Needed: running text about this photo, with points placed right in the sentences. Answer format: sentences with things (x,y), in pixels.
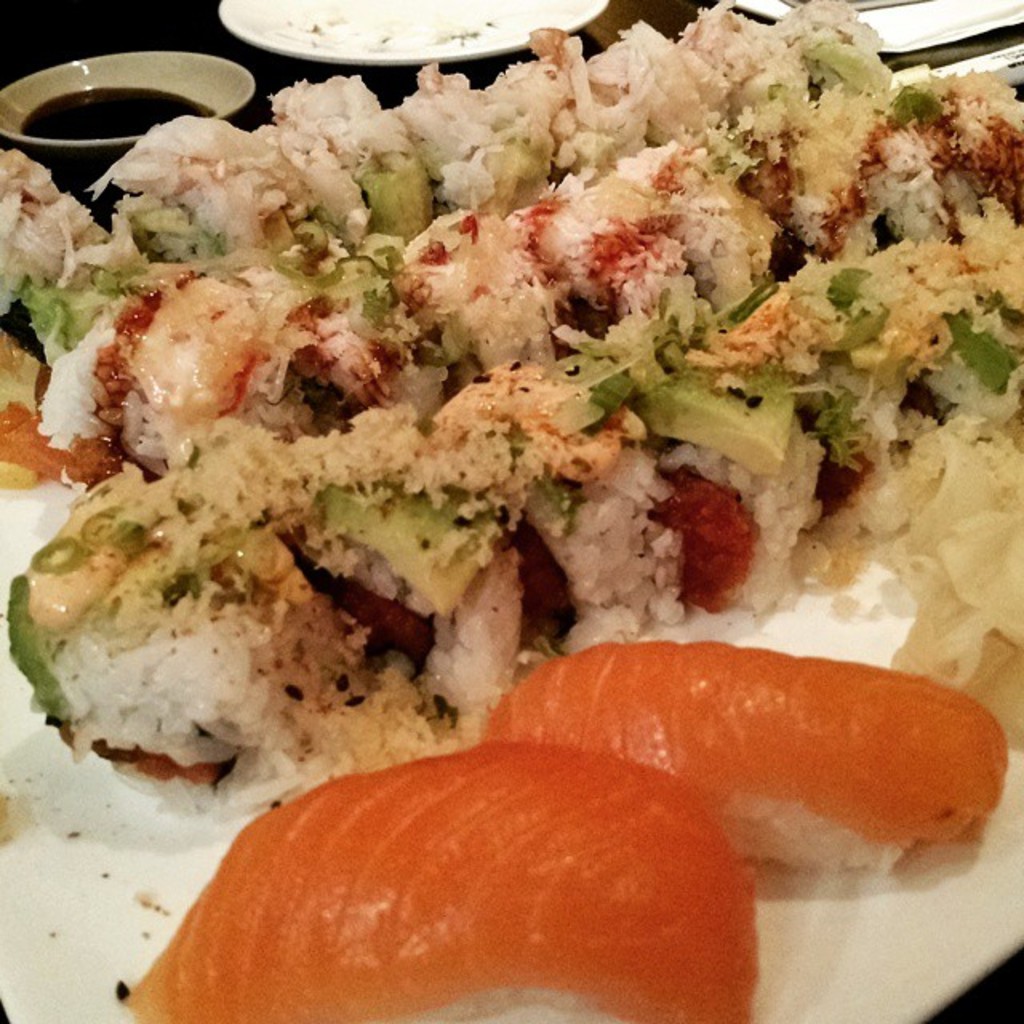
In this image there are some items (584,406) served on one of the plates (395,52), a bowl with sauce (144,115).
